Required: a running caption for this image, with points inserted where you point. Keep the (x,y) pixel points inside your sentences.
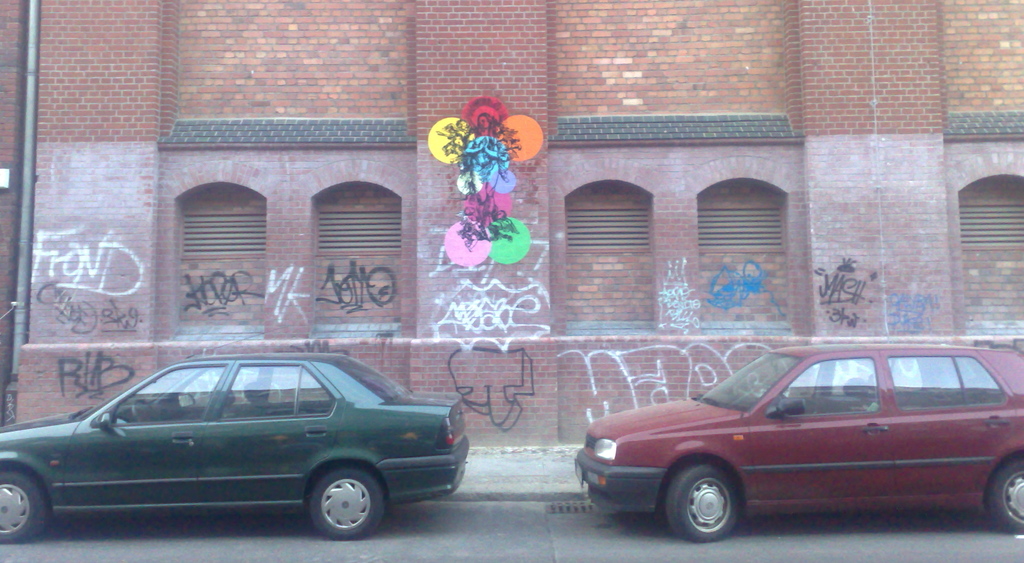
In this image we can see a building (448,214) with windows (385,327), a pipe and some text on its wall (583,423). We can also see some cars (588,463) on the ground (299,553).
